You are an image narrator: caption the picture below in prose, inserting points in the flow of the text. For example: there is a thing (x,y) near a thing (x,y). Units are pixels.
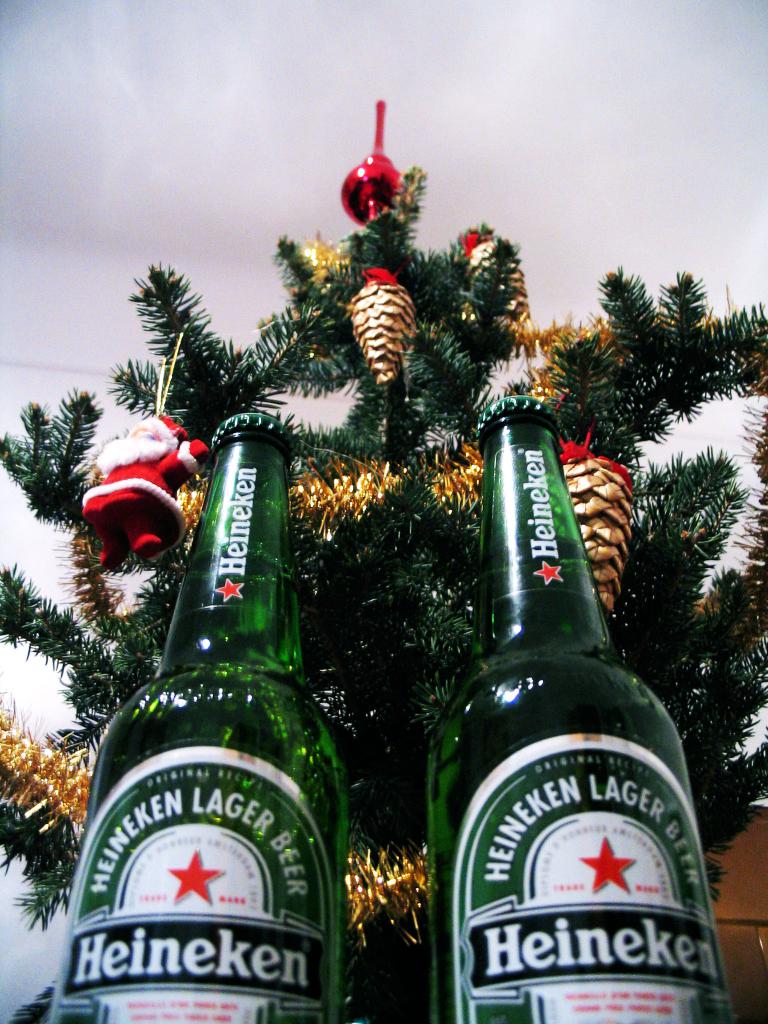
There are two beer bottles (571,642) in front of a Christmas tree (406,446).
